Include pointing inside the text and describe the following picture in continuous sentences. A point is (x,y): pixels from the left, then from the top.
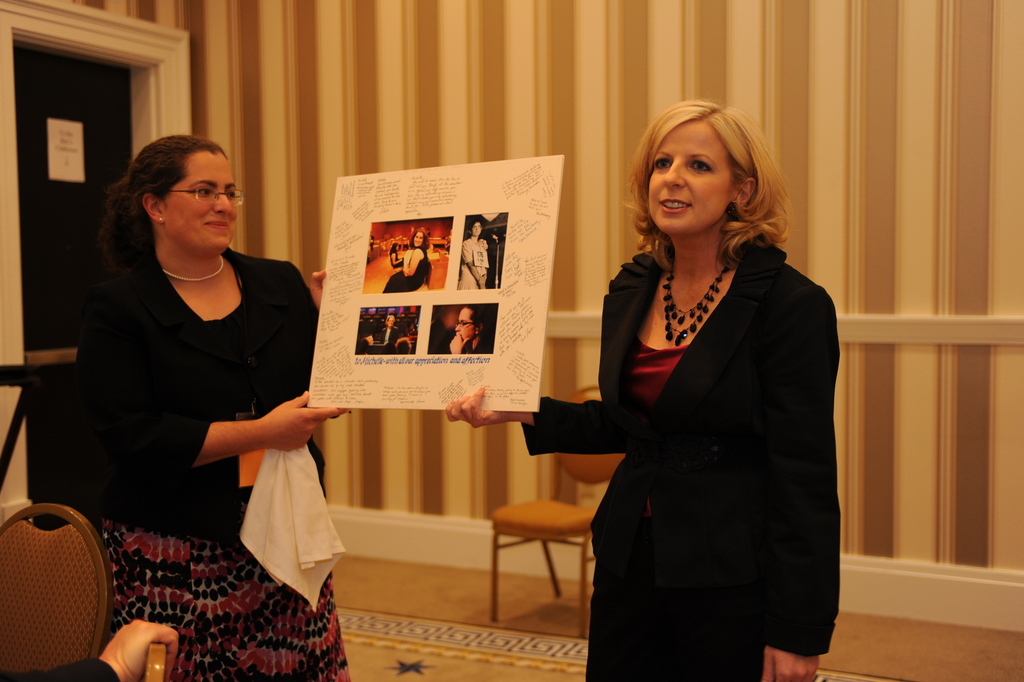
In this image two ladies (740,418) are standing wearing black dress (740,418). They are holding photo frame (512,246). The lady (247,326) in the left (178,326) is holding a kerchief (256,509) and wearing glasses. on the floor (509,601) there is carpet (472,638). Behind them there is a chair (539,513). On the left (43,139) there is a door (65,116). On the background (222,73) there is wall (889,81).
